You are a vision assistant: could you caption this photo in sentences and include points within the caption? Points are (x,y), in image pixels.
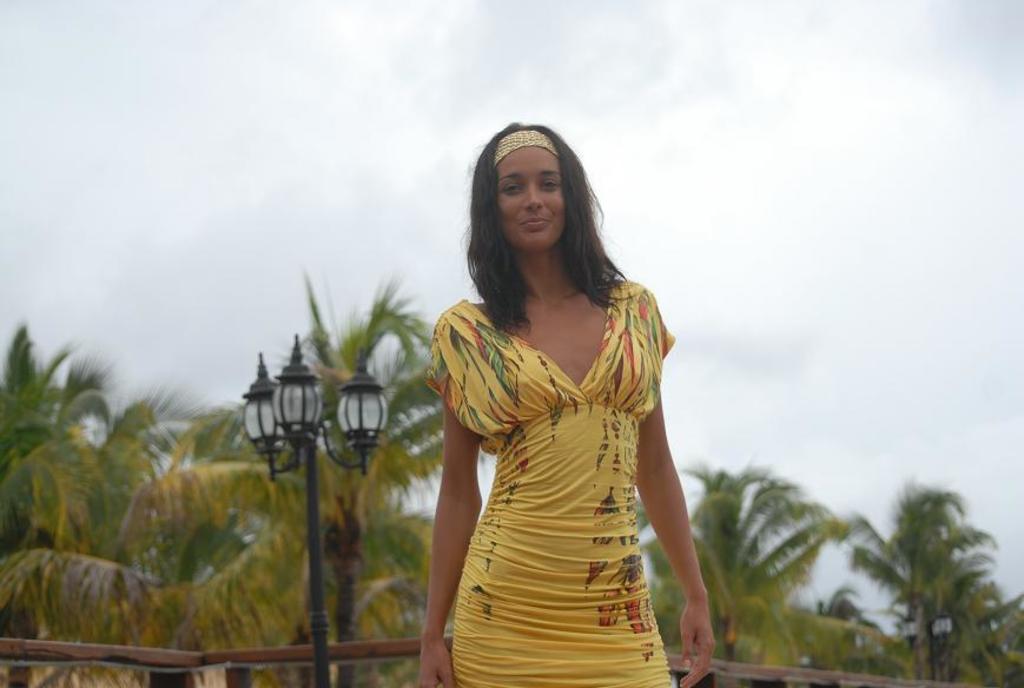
In this image, we can see a woman (534,313) is standing and smiling. Background (1017,500) we can see so many trees (389,604), pole (307,447) with lights (364,418) and sky (877,101).
